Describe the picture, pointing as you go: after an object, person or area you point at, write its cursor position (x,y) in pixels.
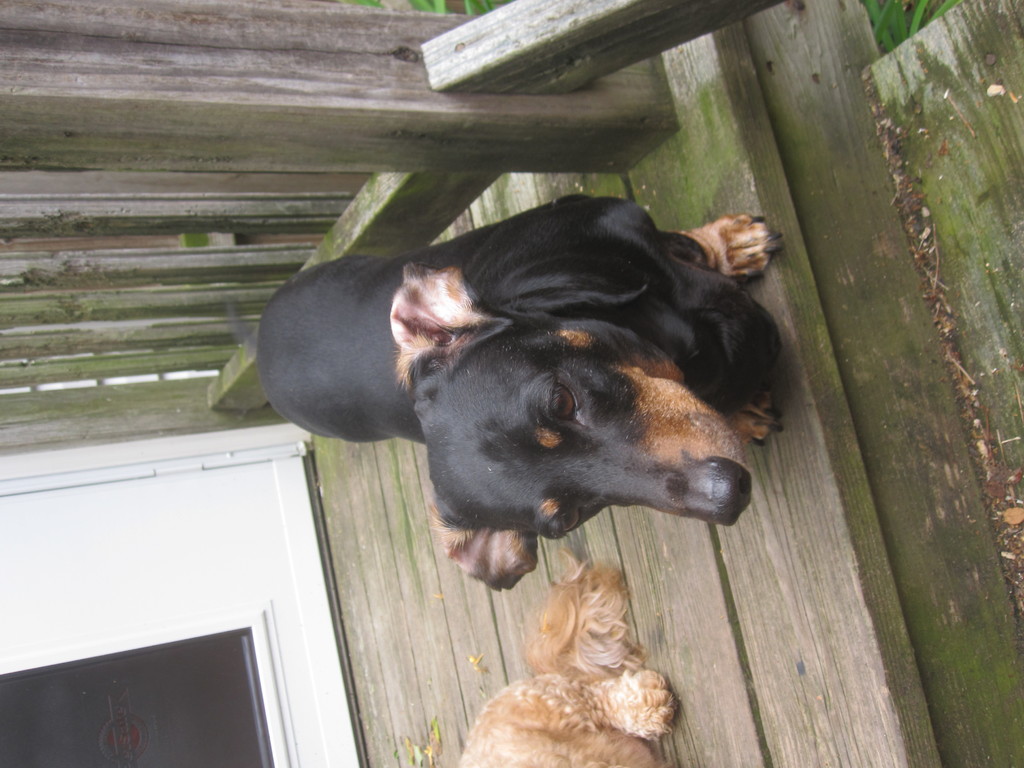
In the center of the image (547,375) there are dogs (273,339) sitting on the deck (693,586). On the left (193,431) there is a door (163,562).
